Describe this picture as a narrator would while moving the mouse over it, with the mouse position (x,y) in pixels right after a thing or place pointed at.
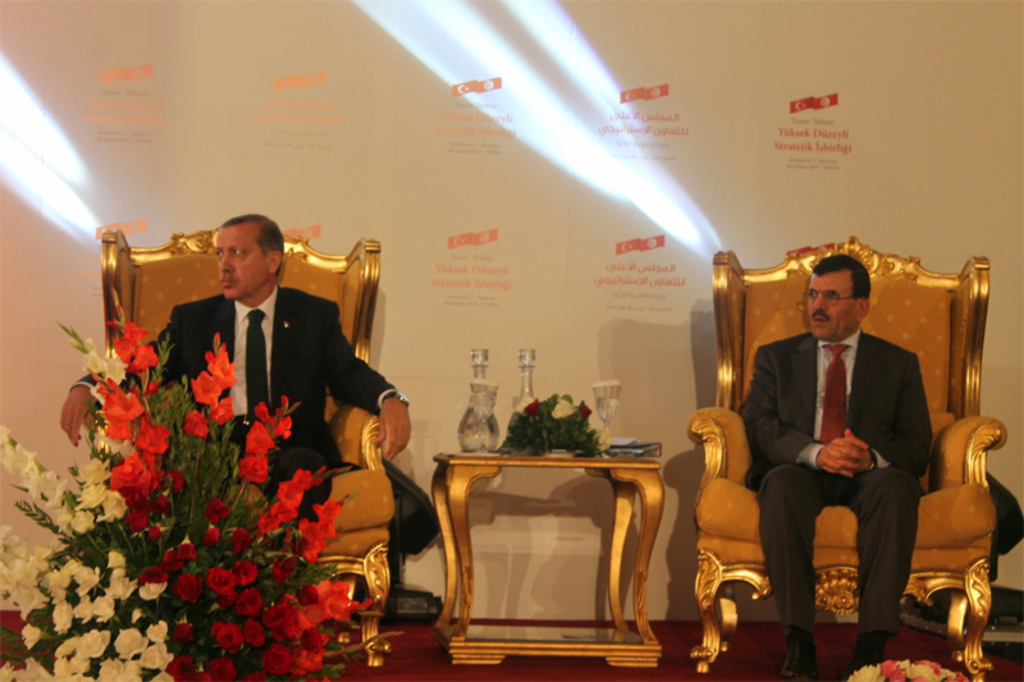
On the left (251,419) we can see one man (251,419) sitting on chair (345,444). On the right (853,470) the other man (853,470) is also sitting on chair (840,519). In the center (516,449) we can see table (494,472), on table (484,455) two bottles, flower (556,442), book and glasses (606,403). On the left corner (211,600) we can see flower bouquet (179,643). In the background (376,107) there is a banner (588,112) and wall (590,54).
